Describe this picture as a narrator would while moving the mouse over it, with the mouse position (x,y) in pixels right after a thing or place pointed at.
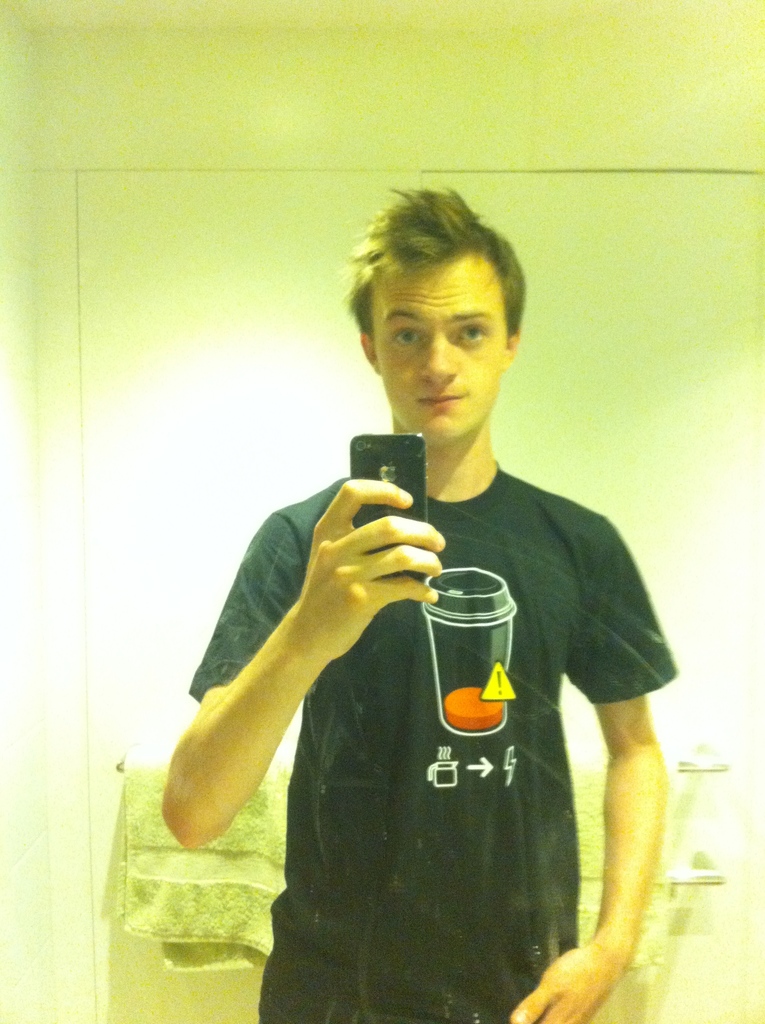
In this image, we can see a person (587,544) in front of the wall (175,432). This person (225,726) is wearing clothes (481,686) and holding phone (391,454) with his hand (369,530). There is a towel (274,840) in the bottom left of the image (224,893).
